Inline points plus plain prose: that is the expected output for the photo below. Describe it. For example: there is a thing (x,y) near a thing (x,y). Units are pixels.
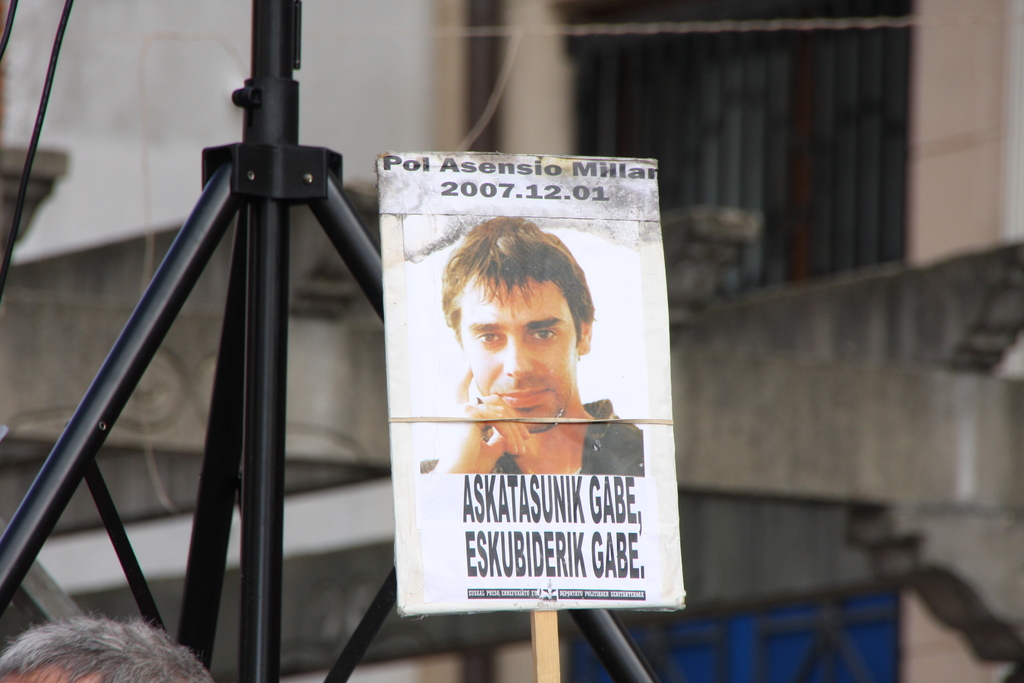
It is a photograph (547,332) which is pasted on the placard (599,403).
